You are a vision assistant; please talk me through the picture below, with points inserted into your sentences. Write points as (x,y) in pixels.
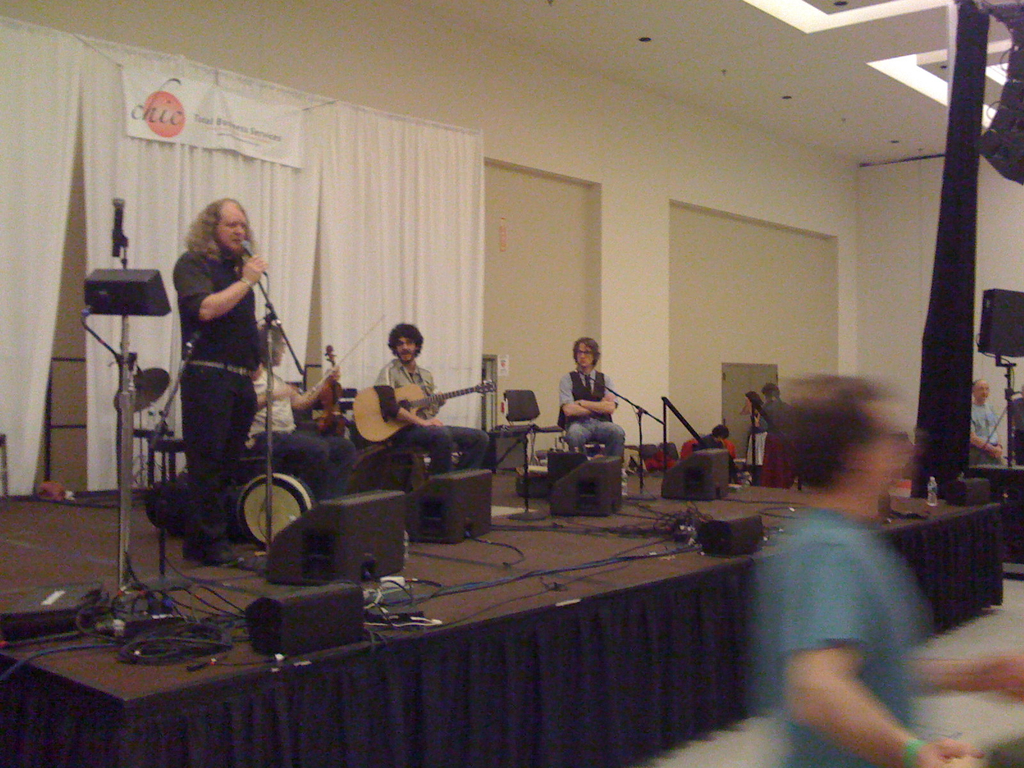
In this image I see a man (218,442) who is standing and he is in front of a mic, I can also see 3 men (411,348) sitting over here and in which 2 of them are holding the musical instruments (331,354) and all of them are on the stage (615,528), I can also see few equipment (479,531) over here and there are few people (790,744) over here. In the background (8,110) I see the wall (540,149) and the curtain (22,101).
